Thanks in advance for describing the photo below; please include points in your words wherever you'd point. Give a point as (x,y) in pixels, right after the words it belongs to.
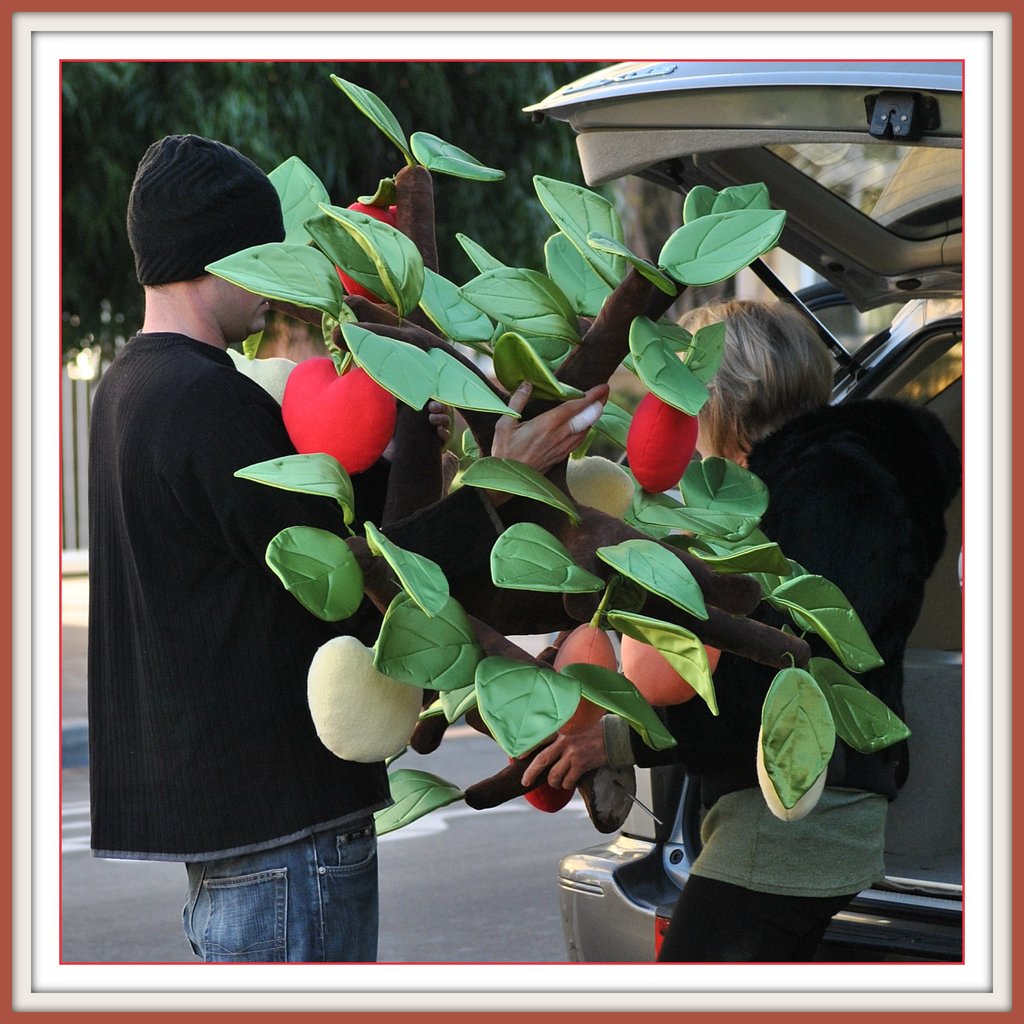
In this image we can see a man (133,523) and a woman (629,737) standing on the ground (506,865) holding a toy tree (673,568). We can also see a car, a fence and a tree (512,228).
